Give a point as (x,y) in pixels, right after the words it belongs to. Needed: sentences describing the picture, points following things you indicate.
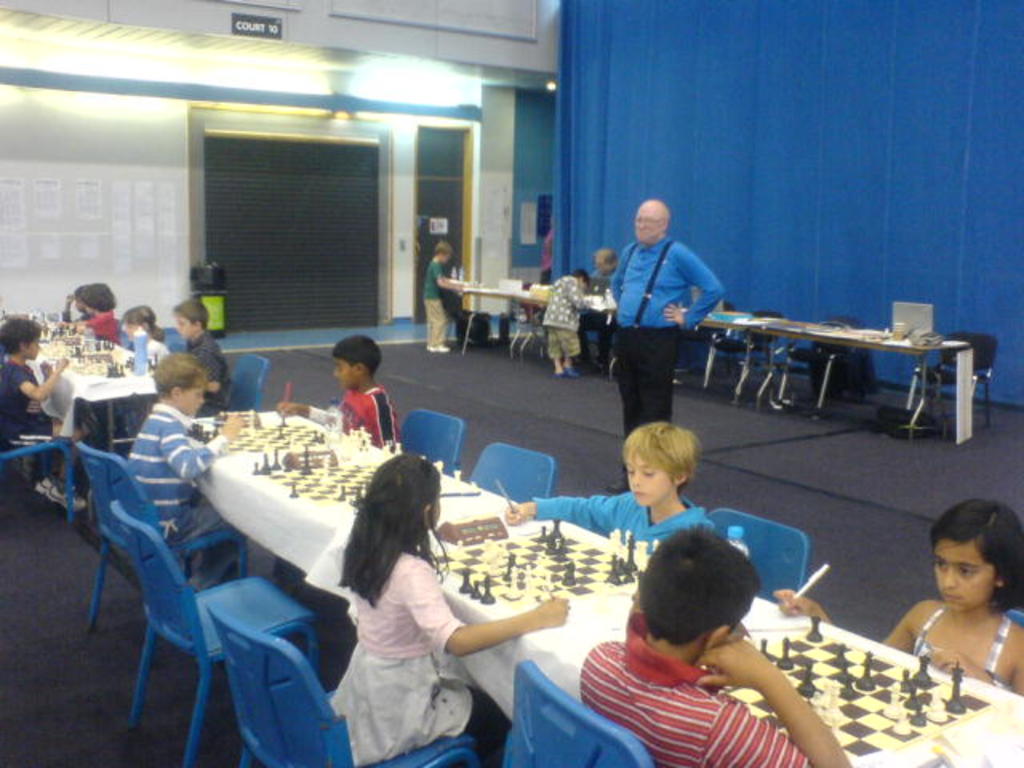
In the image we can see there are kids (12,398) who are sitting on chair (542,683) and in front of them there is a table (900,758) on which there is a chess board (839,681) with coins (871,689) and there is a person (666,322) who is standing and watching at them.
